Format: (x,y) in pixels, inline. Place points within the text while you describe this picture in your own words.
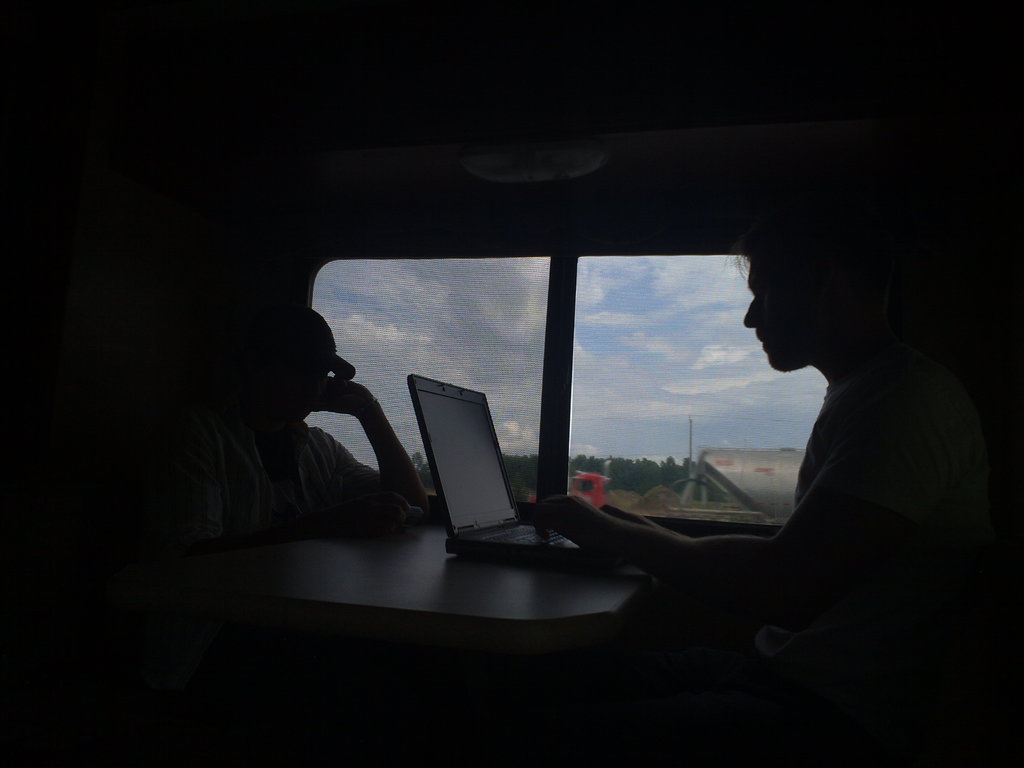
In this image, we can see people (644,522) sitting and there is a laptop (463,540) on the table (404,555). In the background (508,271), there are windows (689,400) and through the window (685,447) we can see trees (627,469) and some other objects (734,456).
